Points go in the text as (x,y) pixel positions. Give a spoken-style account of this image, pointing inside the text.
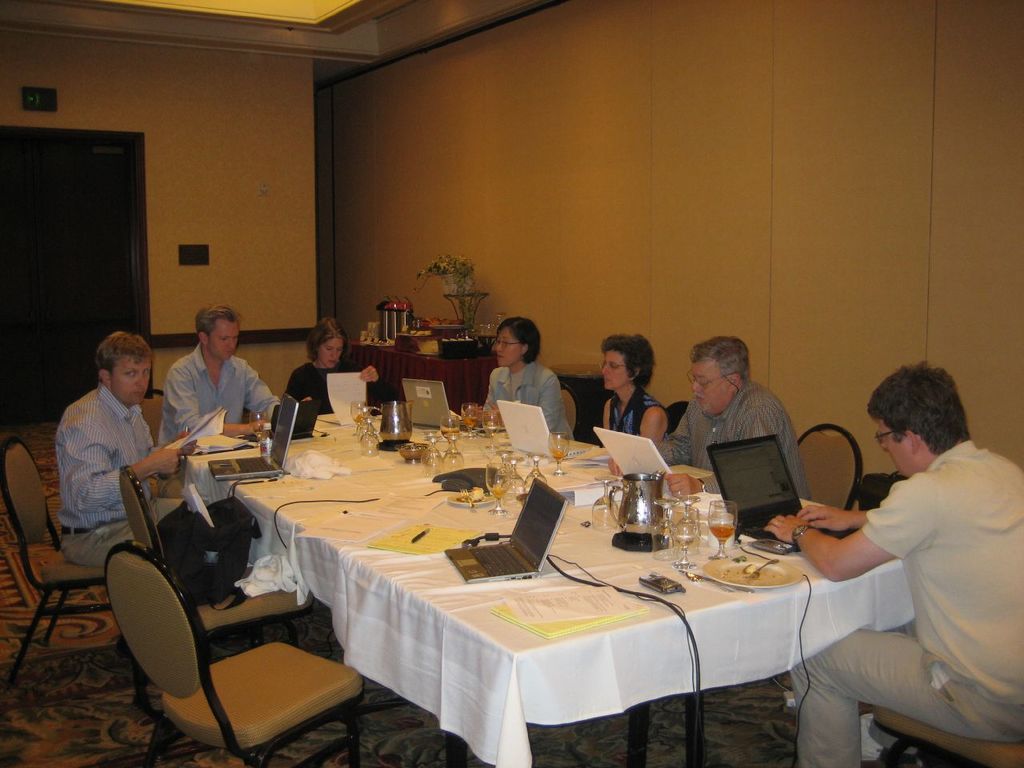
There are group of people (244,394) sitting in chairs (805,473) and there is a table (416,472) in front of them. The table (377,474) consists of laptops (277,450), books (436,532), pens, glasses (429,453) and juice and the background (644,225) is gold in color.
